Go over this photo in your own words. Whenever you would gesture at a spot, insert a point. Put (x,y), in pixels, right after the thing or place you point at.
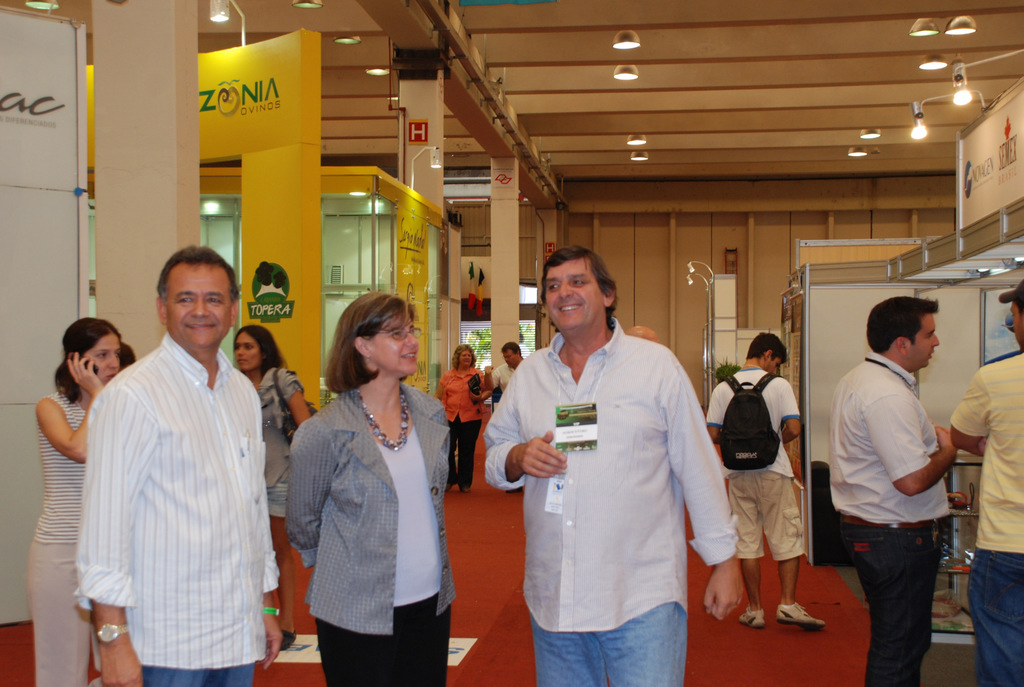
This picture shows few people (992,619) standing and we see couple of them (479,397) walking and we see a woman (74,369) standing and holding a mobile (92,368) in her hand (82,384) and we see a man (788,481) wore a backpack (756,450) on his back (774,388) and we see another man (566,402) with a id card (555,434) and we see a woman (413,337) wore spectacles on her face (387,342) and we see lights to the roof (481,108).
